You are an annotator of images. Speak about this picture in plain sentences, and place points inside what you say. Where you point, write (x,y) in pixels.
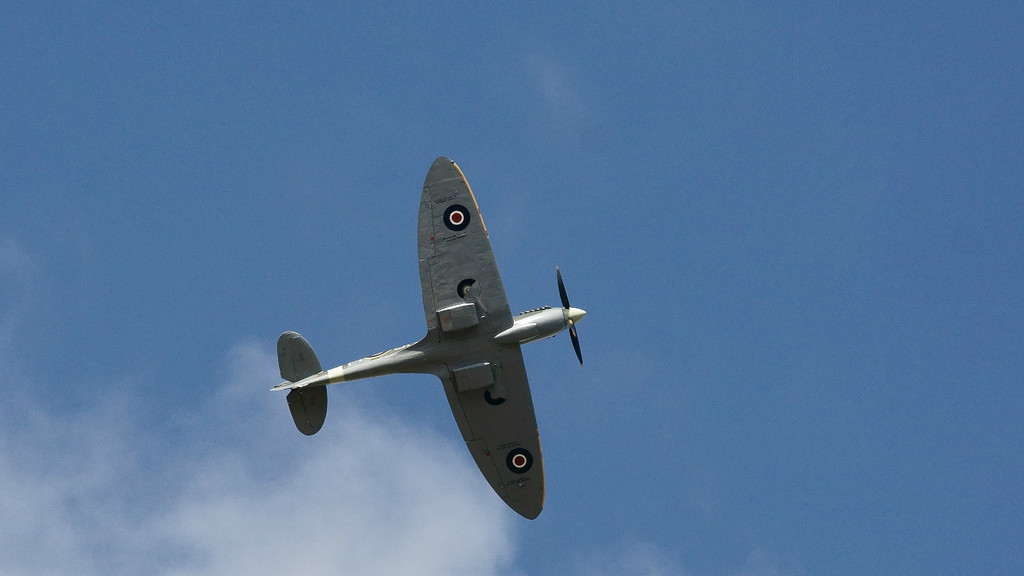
In this image there is an airplane (508,336) flying in the sky (400,335) and the sky (256,448) is cloudy.
